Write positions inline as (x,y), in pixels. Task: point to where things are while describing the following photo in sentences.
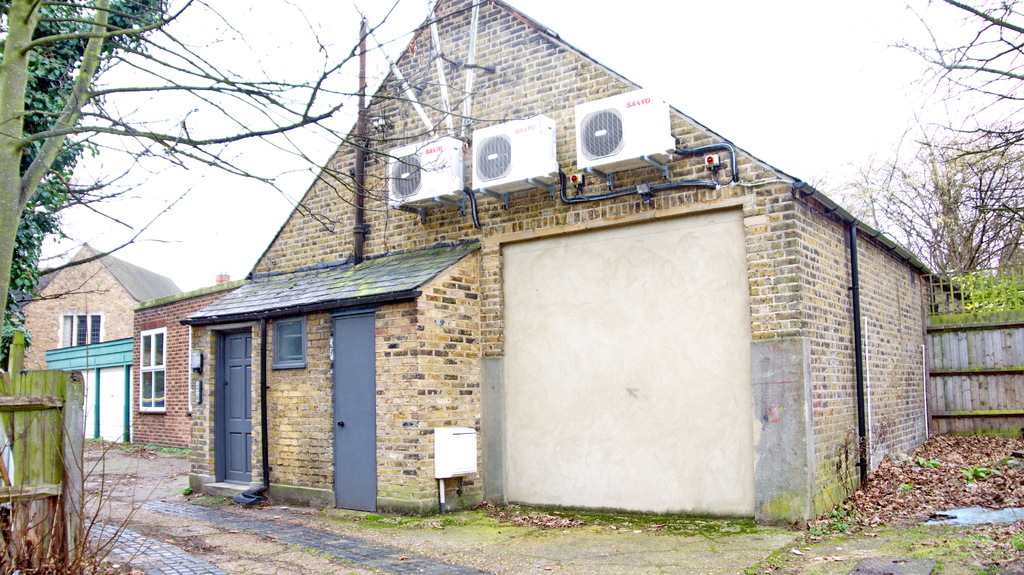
In this image in the background (151,351) there are houses (685,326) and trees (994,276). On the right side (942,482) there are dry leaves (963,495) on the ground (937,485) and in the center (427,193) there are outdoor units (430,181) of the air conditioner (524,180) which is visible. On the left side (73,165) there are trees (52,184).
